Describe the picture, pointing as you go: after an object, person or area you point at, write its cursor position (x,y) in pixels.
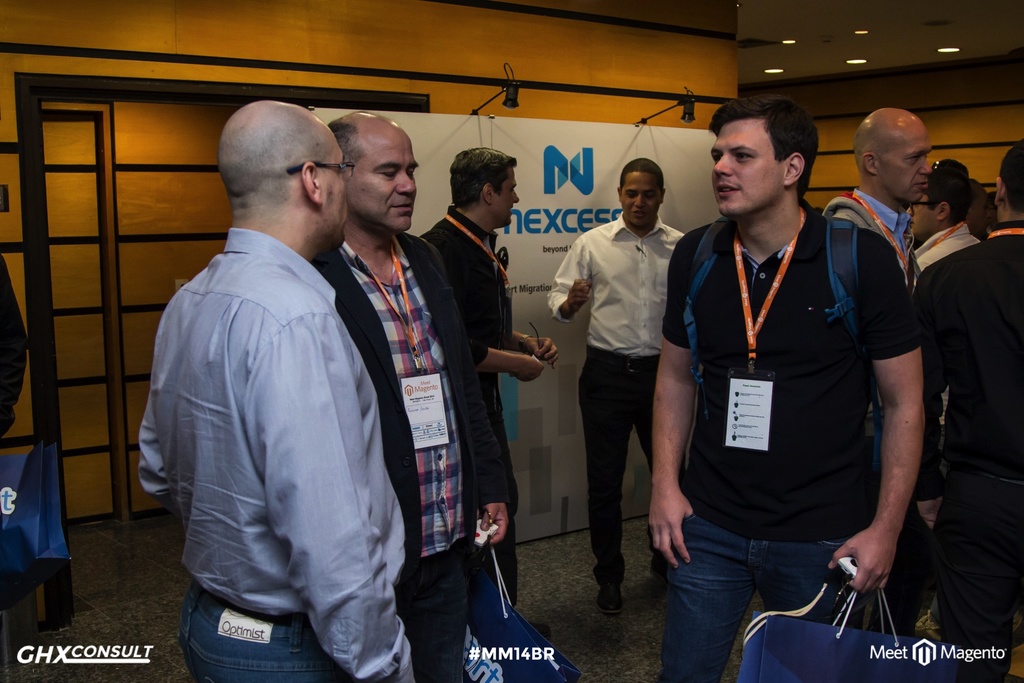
In this image on the right (783,378), there is a man (781,349), he wears a t shirt (769,458), trouser (766,572), bag (846,252), tag (769,379), he is holding a bag (771,659). In the middle (400,329) there is a man (399,227), he wears a jacket (401,457), shirt (424,465), trouser (445,625), tag (420,436), he is holding a bag (510,629). On the left (264,421) there is a man (279,340), he wears a shirt (267,471), trouser (269,641). At the bottom (602,651) there is text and floor (612,663). In the background (937,384) there are some people (1000,468), poster (548,264), text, lights (774,69) and wall (591,67).
